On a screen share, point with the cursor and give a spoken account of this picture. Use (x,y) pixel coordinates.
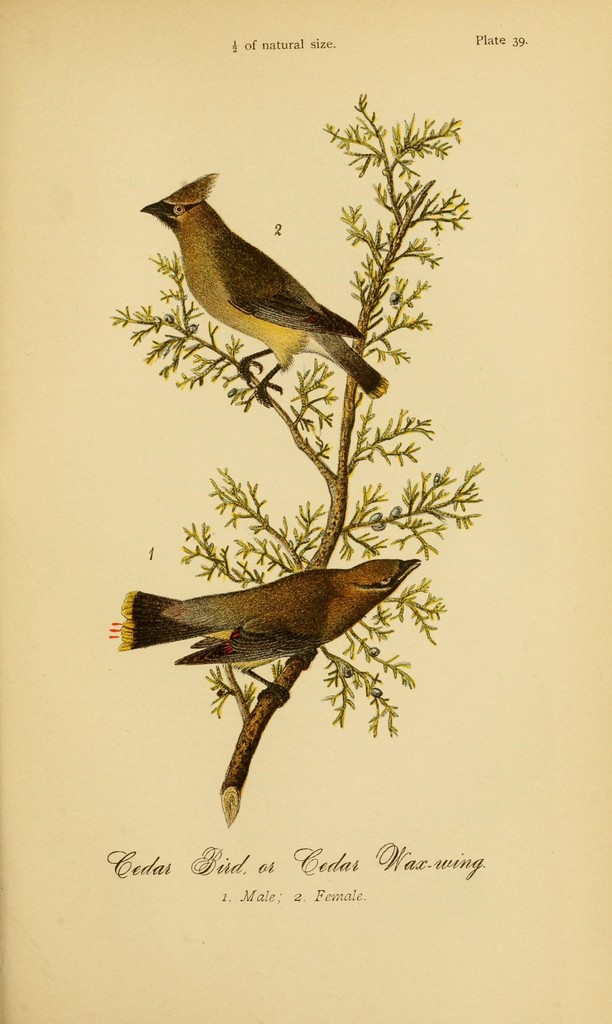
In this picture we can see art (265,404) on the paper (177,671).
